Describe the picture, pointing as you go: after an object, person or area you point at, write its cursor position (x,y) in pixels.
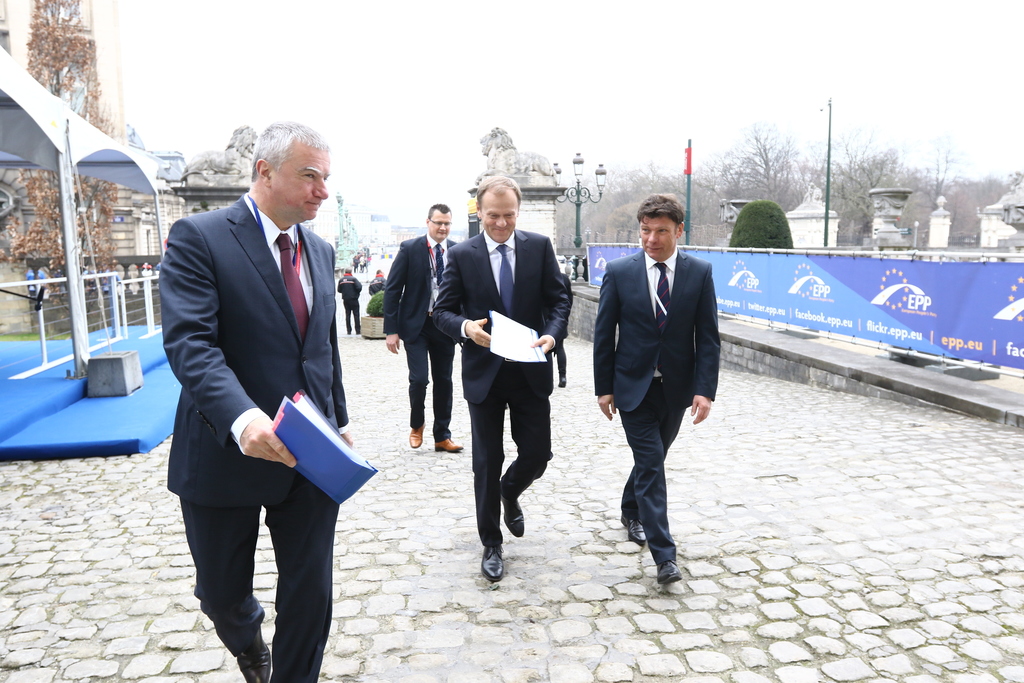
In this image we can see these people (496,230) wearing blazers (685,333), tie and shoes (637,524) are walking on the road (668,592) and these two people (511,398) are holding files (290,440) in their hands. In the background (1012,365), we can see banners (625,253), tents (122,167), shrubs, trees (61,63), stone buildings (134,222), pillars (540,229), light poles (578,216) and the sky (551,111).
